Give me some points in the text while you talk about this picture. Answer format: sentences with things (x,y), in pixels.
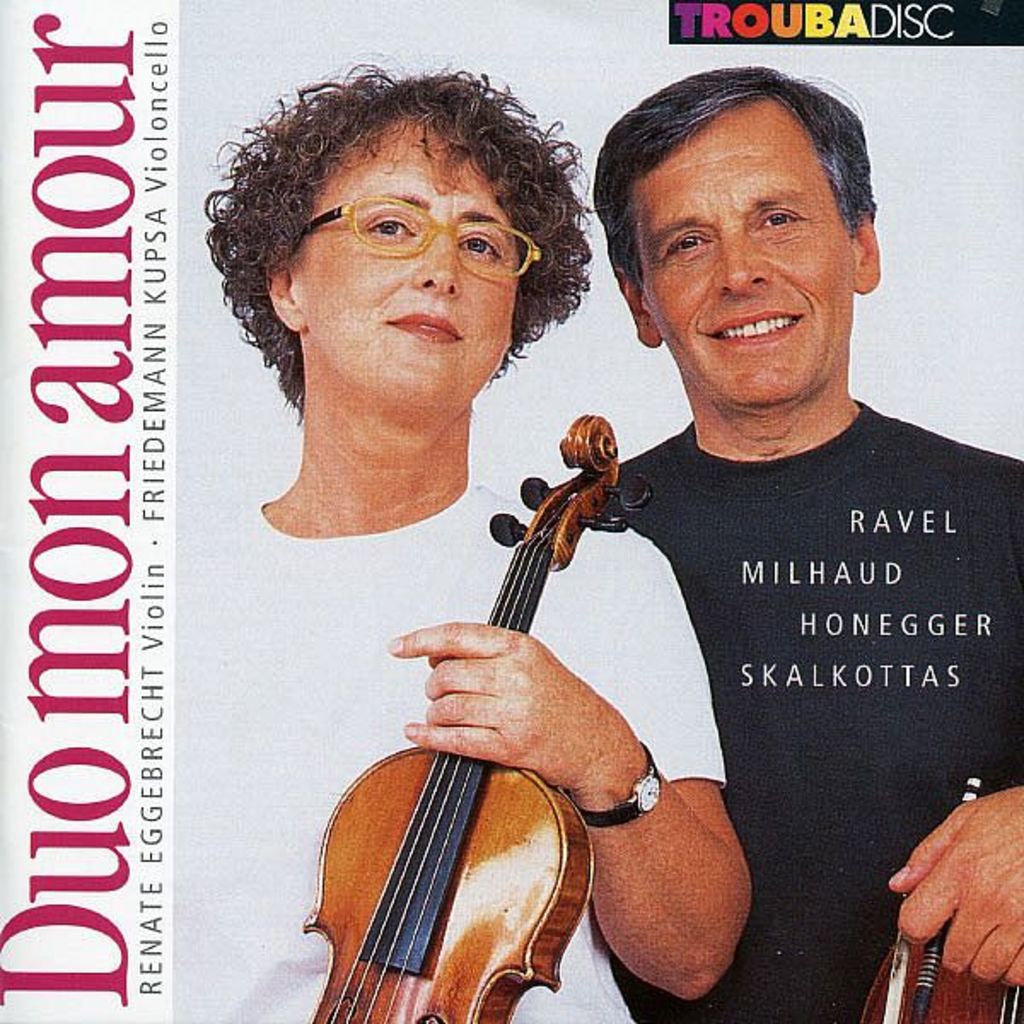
In this image I can see a banner (408,494). On the banner (494,306) there are two people (561,315) holding musical instruments (467,806).
